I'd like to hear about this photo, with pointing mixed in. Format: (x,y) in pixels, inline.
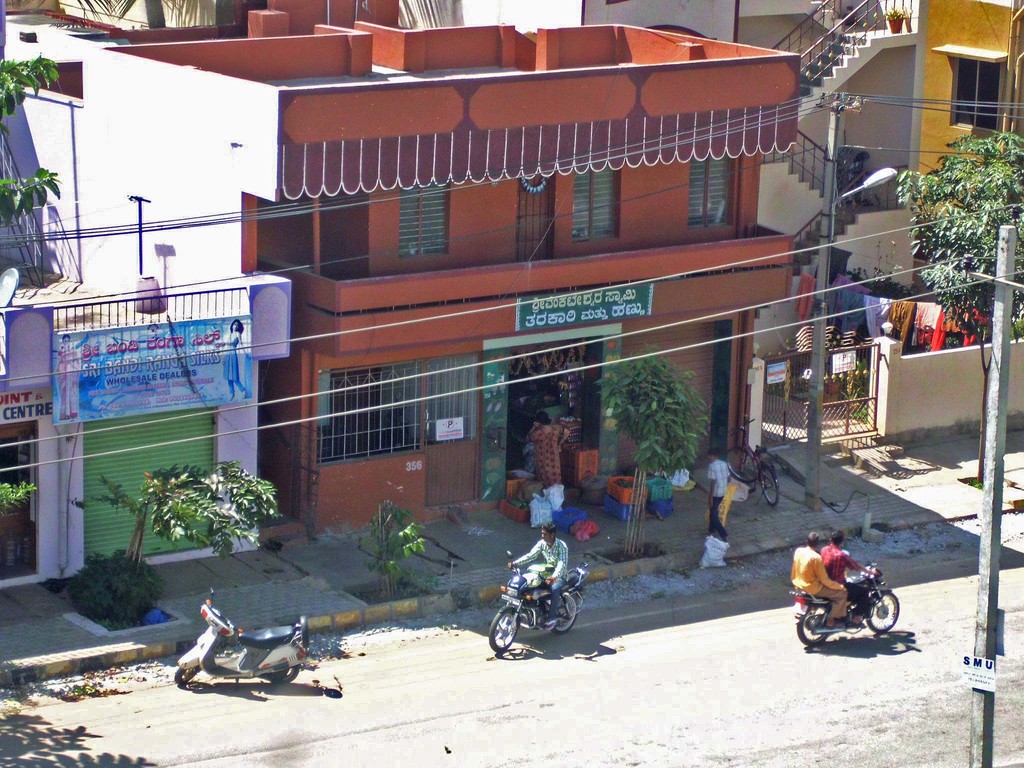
In this image, there is a road (356,722), at the right side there are two persons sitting on the bike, at the middle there is a man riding a bike (541,611), there are some homes (357,389) and there are some shops (208,462).
